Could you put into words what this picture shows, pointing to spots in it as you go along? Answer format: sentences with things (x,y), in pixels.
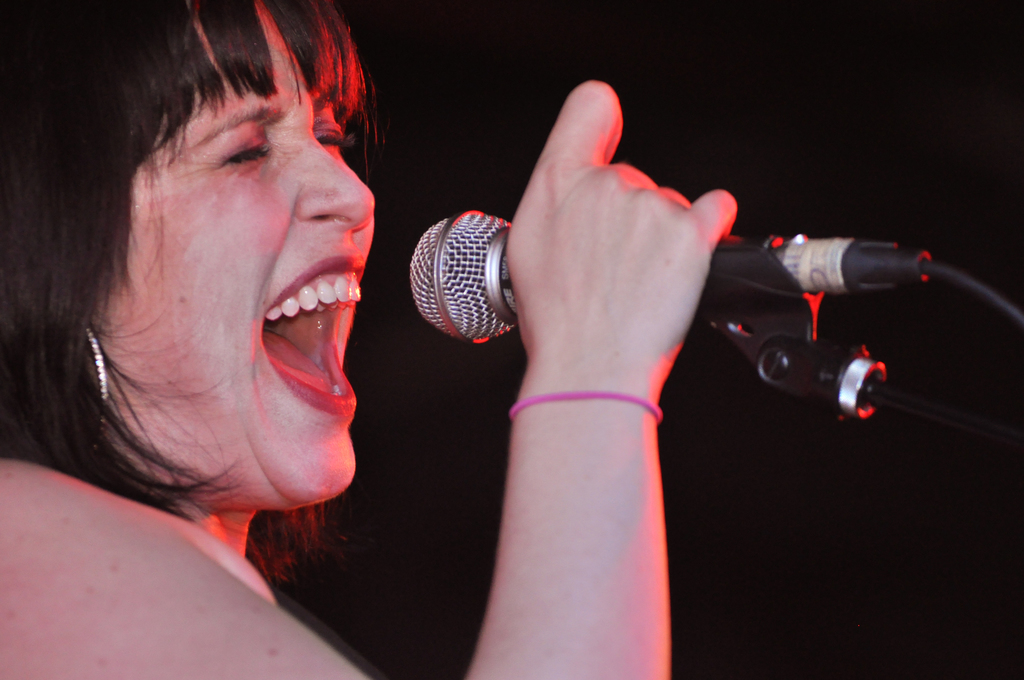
In this image there is a woman (251,346) singing by holding a mic (488,275) in her hand (705,214).
